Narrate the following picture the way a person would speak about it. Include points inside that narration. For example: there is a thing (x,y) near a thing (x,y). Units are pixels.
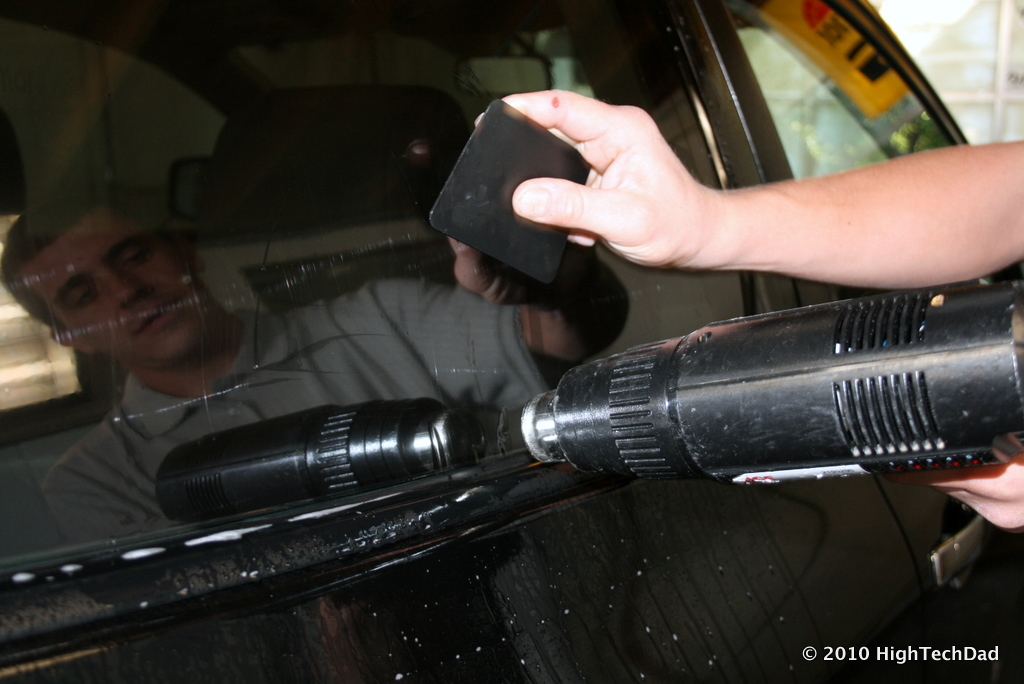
In this image we can see the hands (854,216) of a person (854,216) holding objects (863,373). In the left side of the image (84,306) we can see the reflection (392,295) of a person (390,295) on the glass (390,295) of a vehicle (510,501).
